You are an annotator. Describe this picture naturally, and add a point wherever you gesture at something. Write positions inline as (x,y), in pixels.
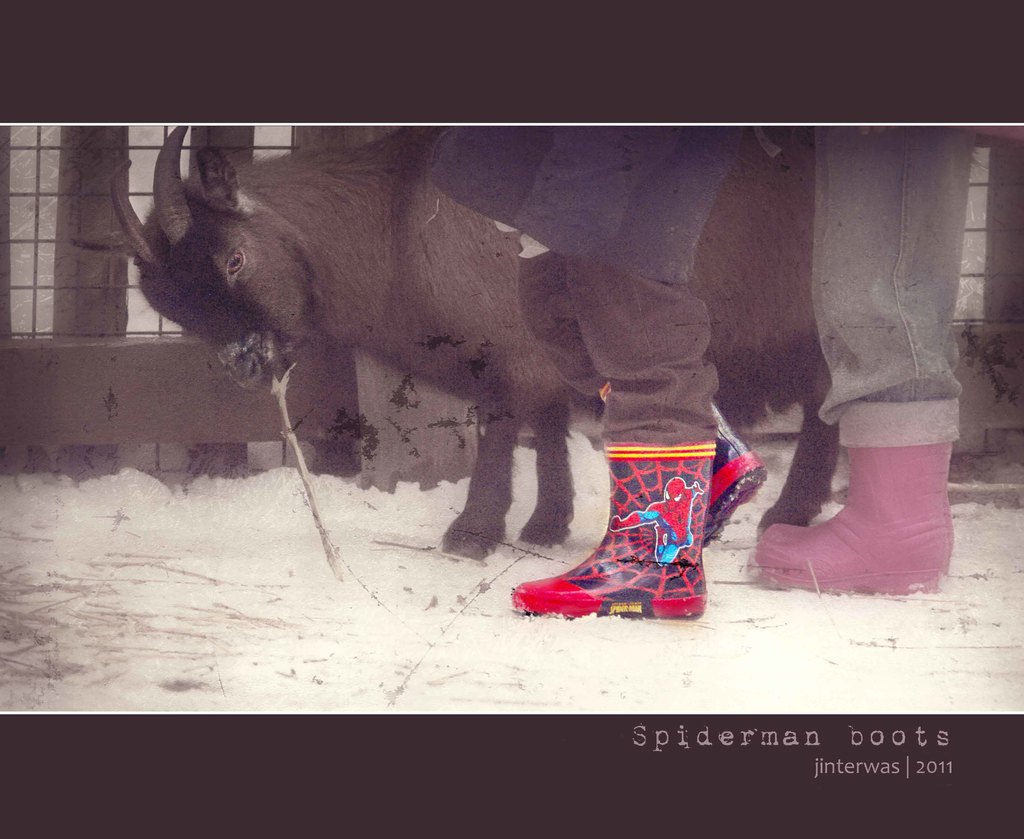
In this image there is a goat (473,378) and we can see the legs (690,403) of two people (737,440). In the background (66,272) there is a fence (1021,344) and there is snow (525,617) on the surface (878,632).
